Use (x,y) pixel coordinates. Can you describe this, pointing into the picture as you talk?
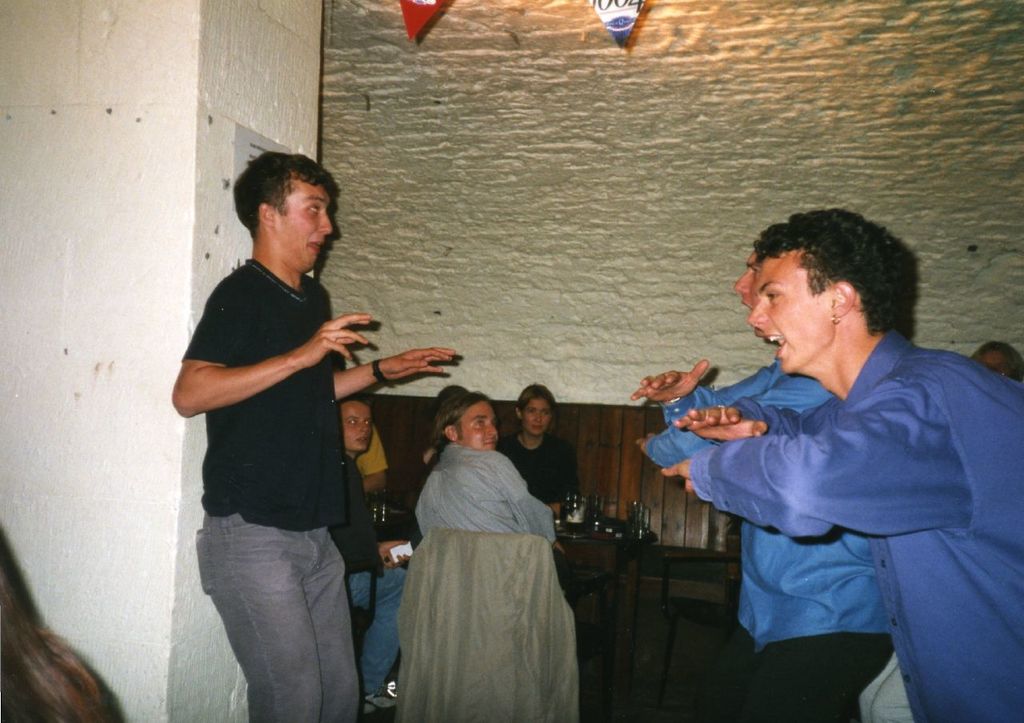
In the picture I can see three men (944,426) and looks like they are dancing. I can see two men (844,553) on the right side (921,443) is wearing a blue color shirt (820,434) and the man (291,401) on the left side (288,384) is wearing a black color T-shirt (293,405). In the background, I can see a few persons (575,458) sitting on the chairs (719,607). I can see the table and wooden benches (684,584) on the floor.
